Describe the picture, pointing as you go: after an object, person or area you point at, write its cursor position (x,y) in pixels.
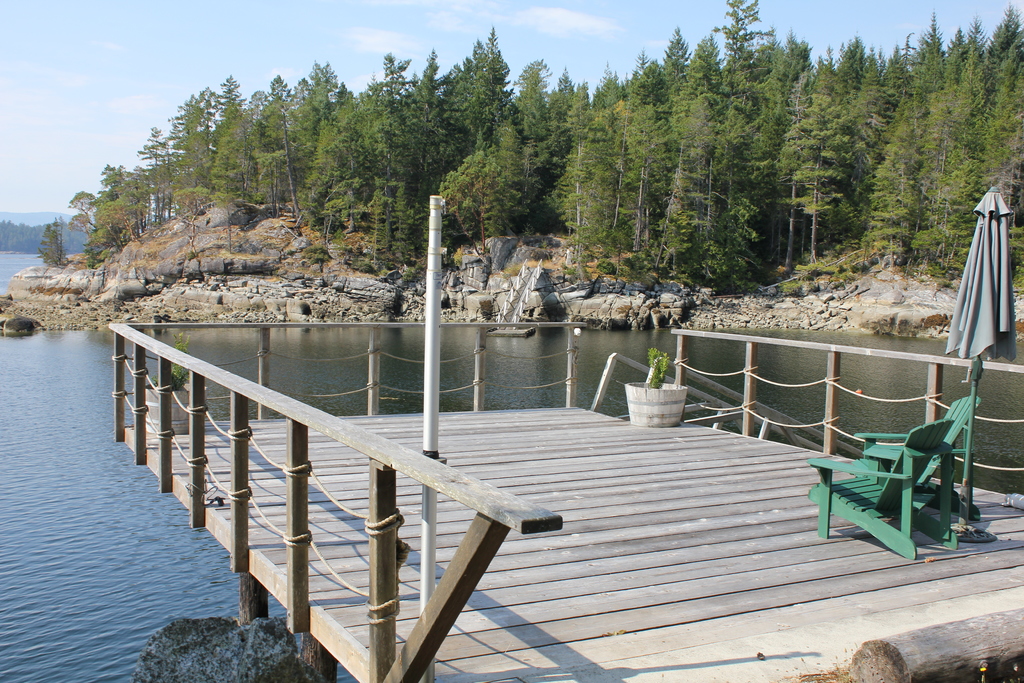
In this picture there is a dock (273,495) on the right side of the image (802,362) and there is water (77,392) in the center of the image (346,339), there are trees (542,167) in the background area of the image (512,152), there is an umbrella (988,200) and chairs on the dock (986,544), on the right side of the image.
